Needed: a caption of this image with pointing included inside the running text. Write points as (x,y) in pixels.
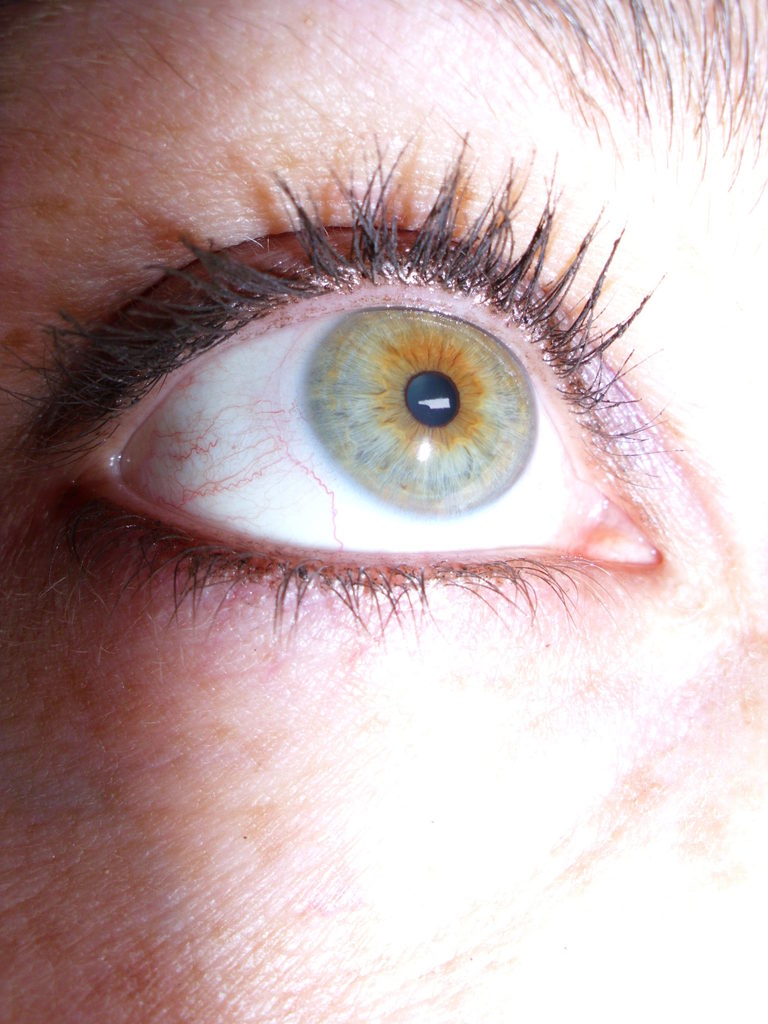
Here in this picture we can see an eye (197,454) of a person (207,545) present over there and we can see eyebrows (637,42) and eyelids (457,220) also present over there.
